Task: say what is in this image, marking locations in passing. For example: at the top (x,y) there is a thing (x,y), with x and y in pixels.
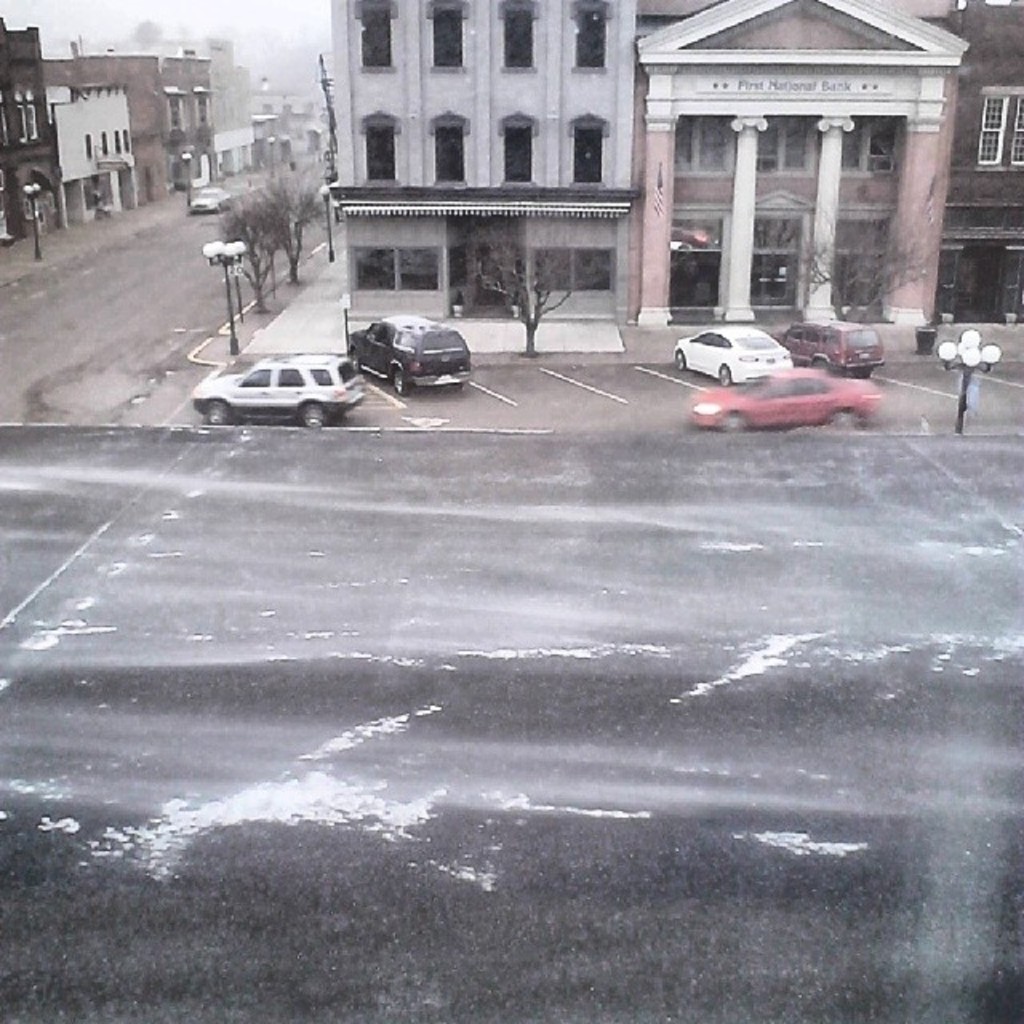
In this picture we can see a building (654,153) with windows (584,138), sun shade (409,212), pillars (749,152) and in front of the building (942,289) there is road (520,396) and on the road (567,393) we can see cars (296,357) and we have many buildings (164,183) and here this is sky (272,14).
